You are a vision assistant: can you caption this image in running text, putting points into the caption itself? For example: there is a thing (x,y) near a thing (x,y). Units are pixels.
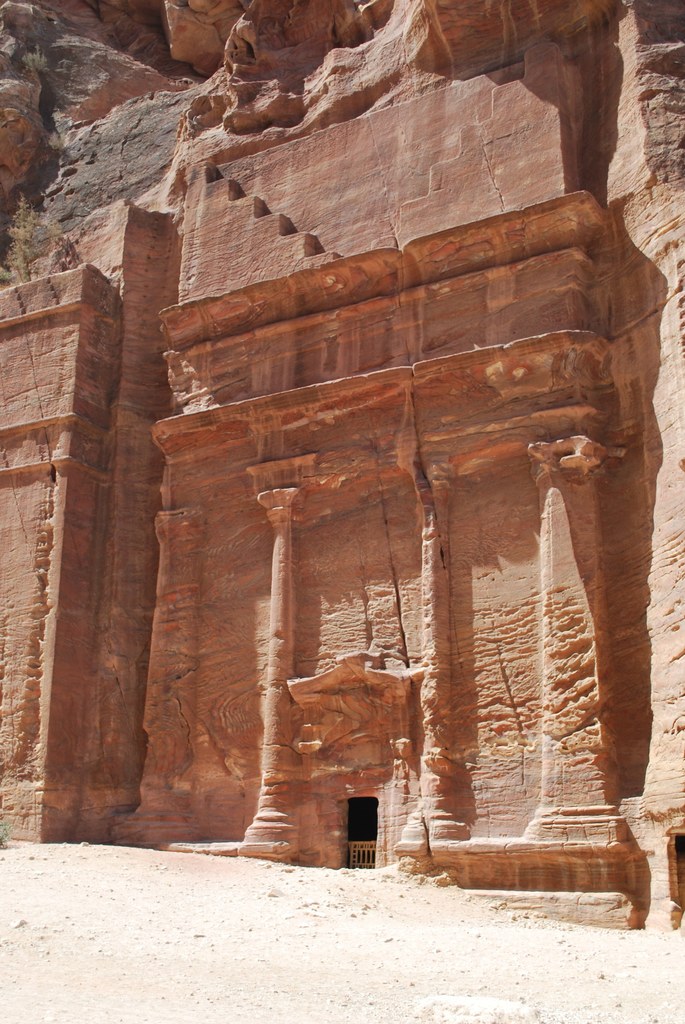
In this image there is an ancient building (156,383).
